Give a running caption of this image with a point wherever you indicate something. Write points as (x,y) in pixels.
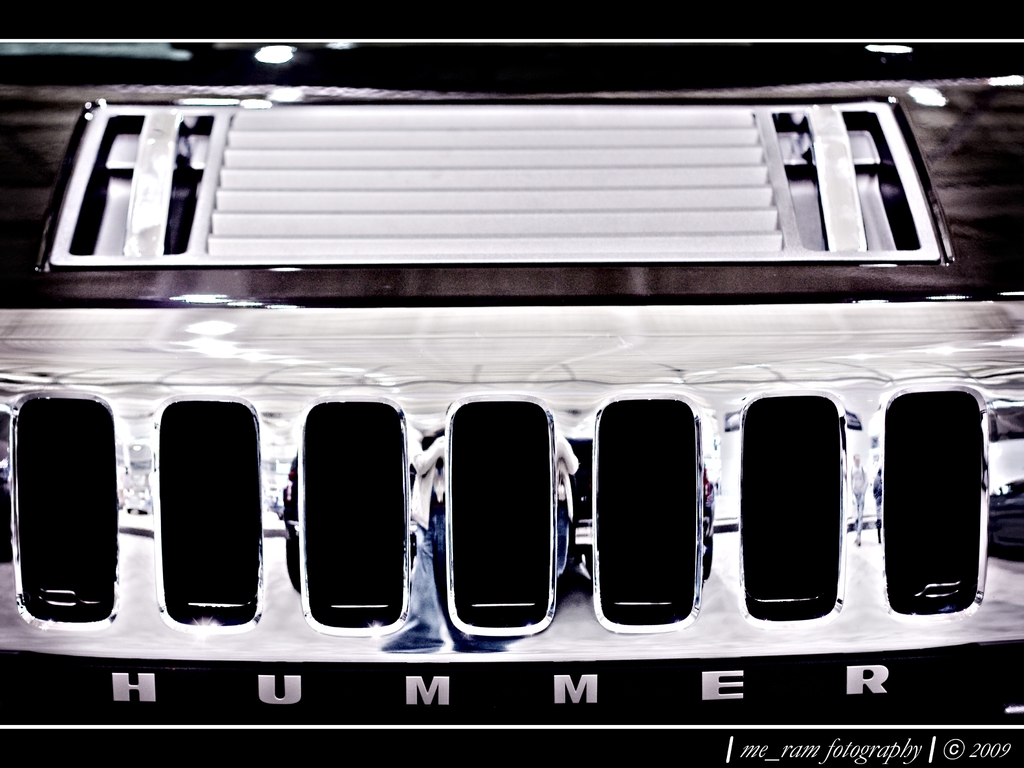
In this image, it's a car's bonnet (295,171).
